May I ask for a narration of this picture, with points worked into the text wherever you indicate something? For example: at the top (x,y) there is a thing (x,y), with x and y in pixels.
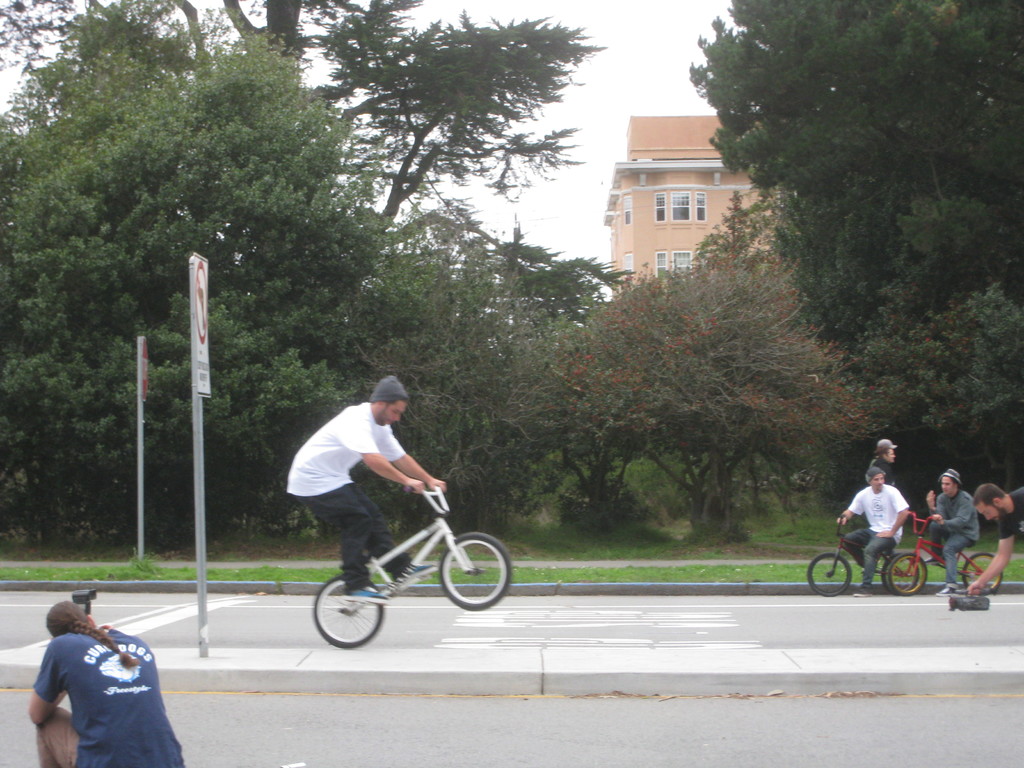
There are few people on the road (464,721) riding bicycle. On the left (89,680) a woman (89,680) is sitting. Behind them there are trees (989,141) and building (655,182) and sky (569,126).
